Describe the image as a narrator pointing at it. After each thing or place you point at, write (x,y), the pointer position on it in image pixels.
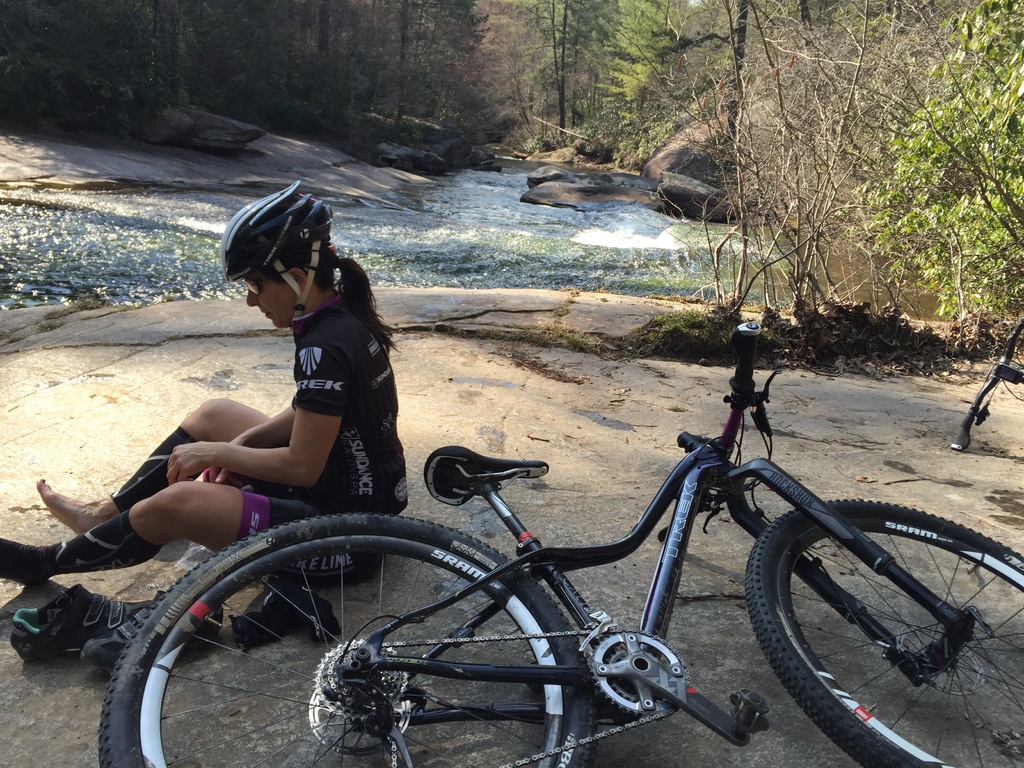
A beautiful woman (335,374) is sitting, she wore a black color dress (355,374), helmet (318,236) and here it is a cycle (368,545), which is in black color. In the middle (388,261) water (463,225) is flowing and there are trees (627,97).
